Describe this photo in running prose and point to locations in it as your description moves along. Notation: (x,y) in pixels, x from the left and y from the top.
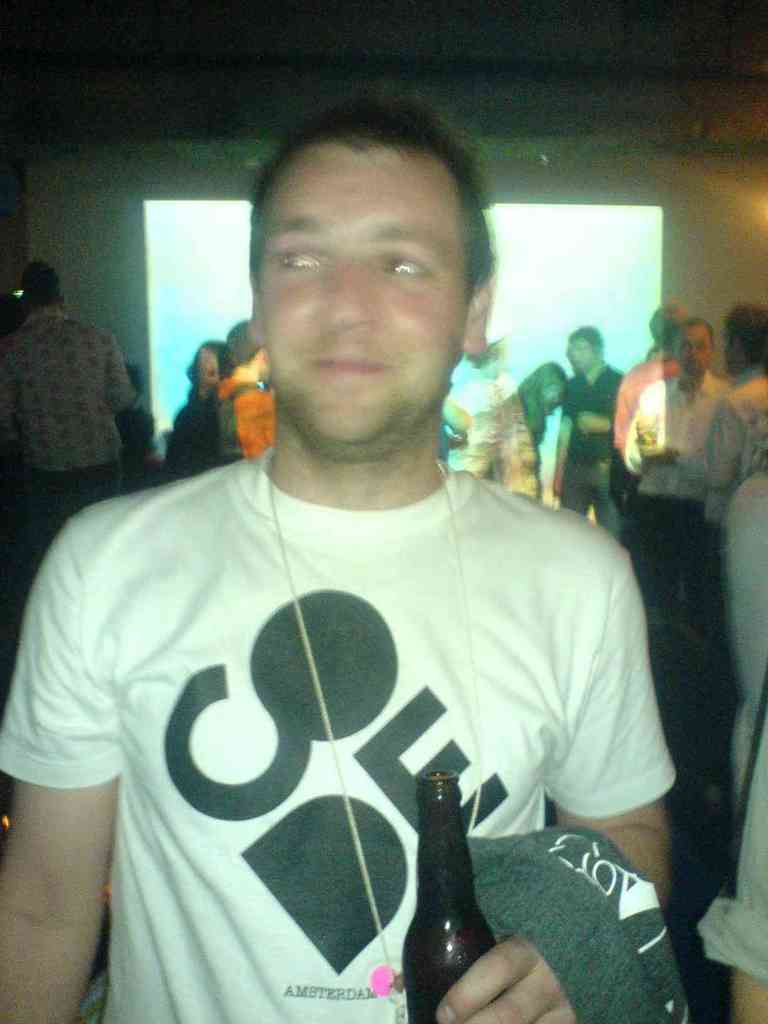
In this picture we can see man (384,518) smiling holding bottle (439,955) in his hand (450,997) and in background (515,396) we can see some more people (114,371) standing and in background (537,209) we can see banner (575,275), screen (568,275).
